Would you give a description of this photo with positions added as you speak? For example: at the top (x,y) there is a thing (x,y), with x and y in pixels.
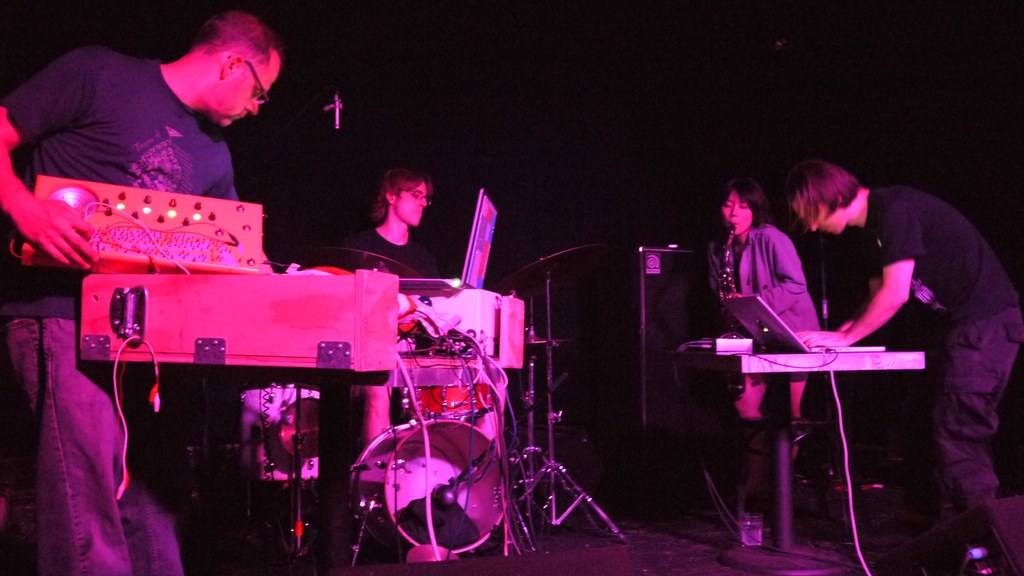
In this image there are some people (881,324) who are standing and there are some musical instruments (488,473) like drums (459,434), and there are two laptops (784,349) and some wires (430,318) and one woman (740,293) is holding a musical instrument (728,256) and playing.
